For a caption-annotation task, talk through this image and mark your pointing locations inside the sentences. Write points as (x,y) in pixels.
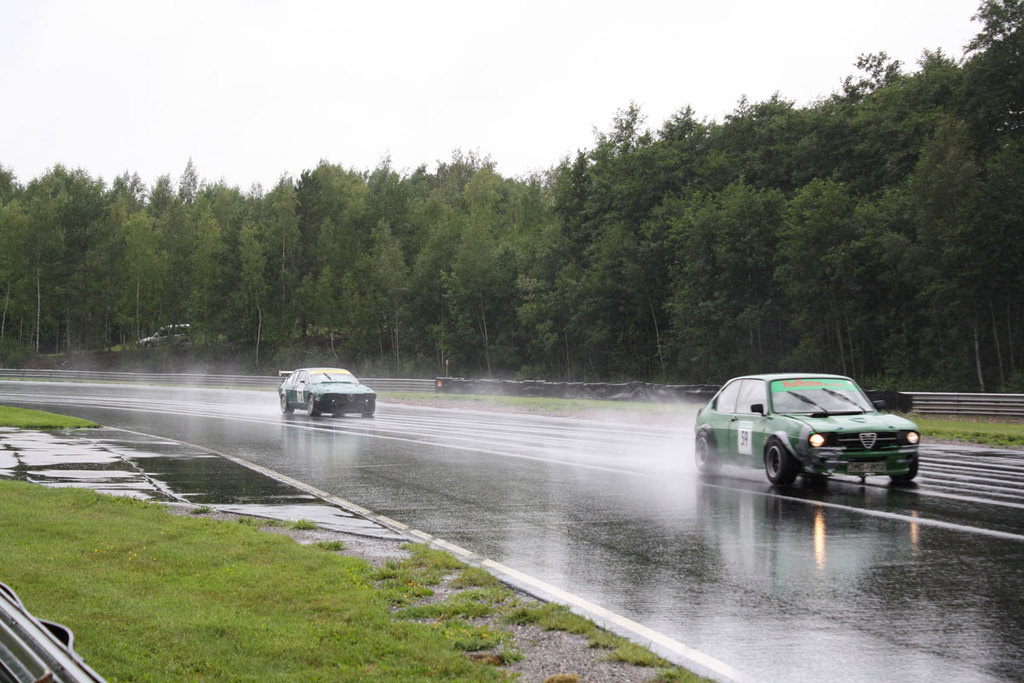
In this image I can see the road (633,549), 2 cars (849,430) on the road (645,538), some grass (253,577) on the ground (210,605), some water (697,505) on the road (435,469) and the railing (931,412). In the background (780,221) I can see few trees (288,244), a car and the sky (296,67).
